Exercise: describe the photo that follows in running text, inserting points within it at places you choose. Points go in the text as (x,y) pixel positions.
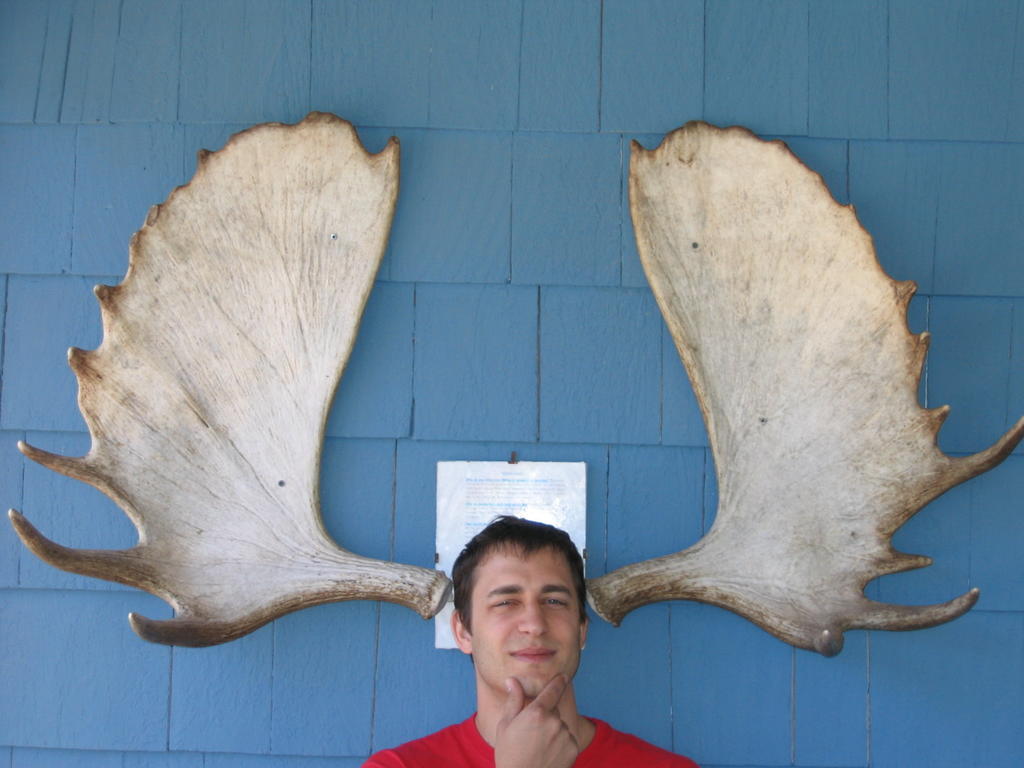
In this image, we can see a person (516,607). In the background (540,446), we can see the wall (611,41) with a poster (560,501). We can also see some objects (231,167).
